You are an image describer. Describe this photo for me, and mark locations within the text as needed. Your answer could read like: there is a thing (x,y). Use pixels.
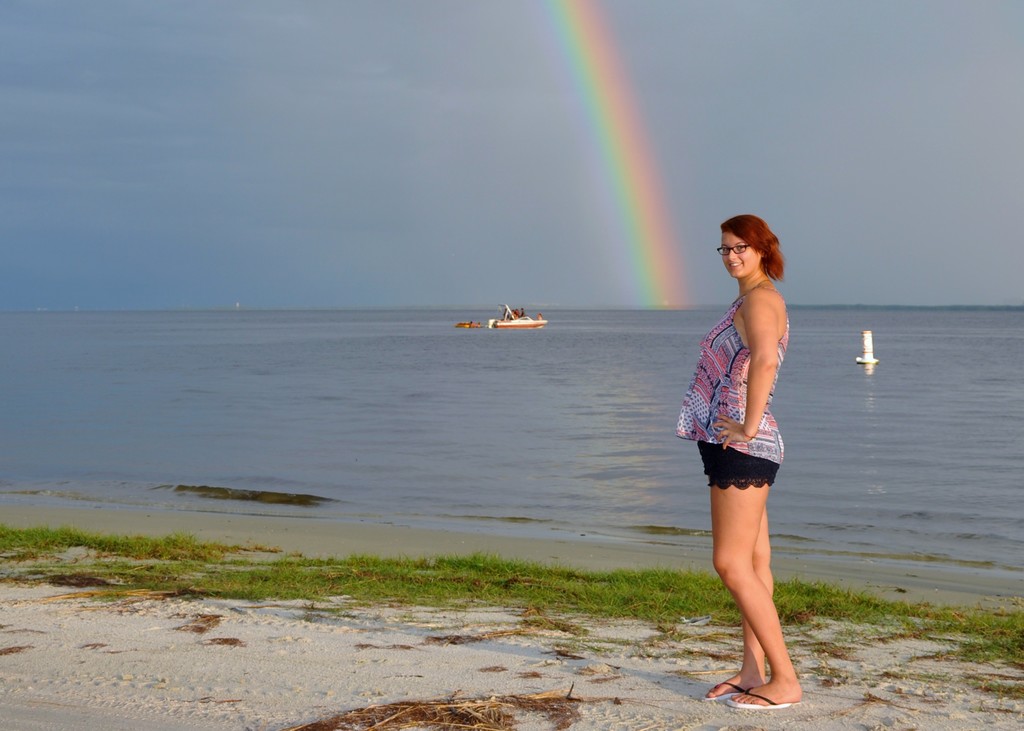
In this image a person (730,327) is standing on the land (507,638) having some grass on it. She is wearing spectacles (745,245). A boat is sailing on water (433,397). Top of image (441,213) there is sky (586,91) having rainbow (623,210).
